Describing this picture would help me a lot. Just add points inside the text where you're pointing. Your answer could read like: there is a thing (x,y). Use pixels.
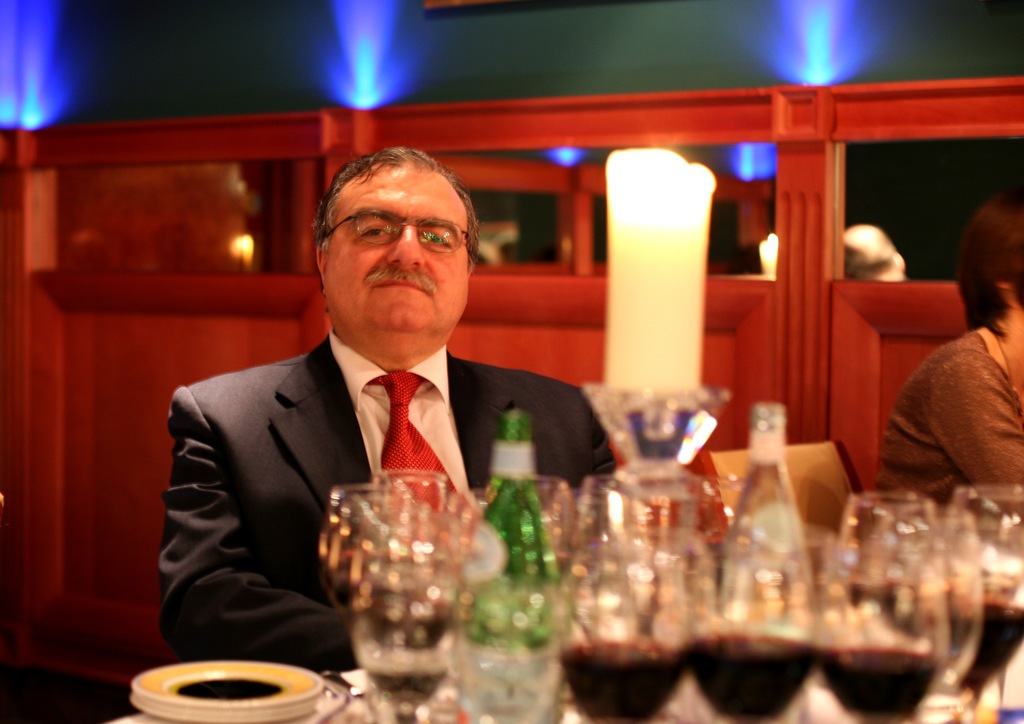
In front of the picture, we see a table (366,720) on which the plates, glasses (555,610) containing the liquid (574,659) and the glass bottles (542,571) are placed. Behind that, we see a man (315,447) in the white shirt (378,446) and the black blazer (279,465) is sitting on the chair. He is smiling and he might be posing for the photo. On the right side (1001,245), we see a woman (997,257) is sitting on the chair (829,524). In the background (500,324), we see a wall (157,391) in brown color. At the top (483,70), we see the blue color lights (0,60) and a wall (513,81) in green color.
